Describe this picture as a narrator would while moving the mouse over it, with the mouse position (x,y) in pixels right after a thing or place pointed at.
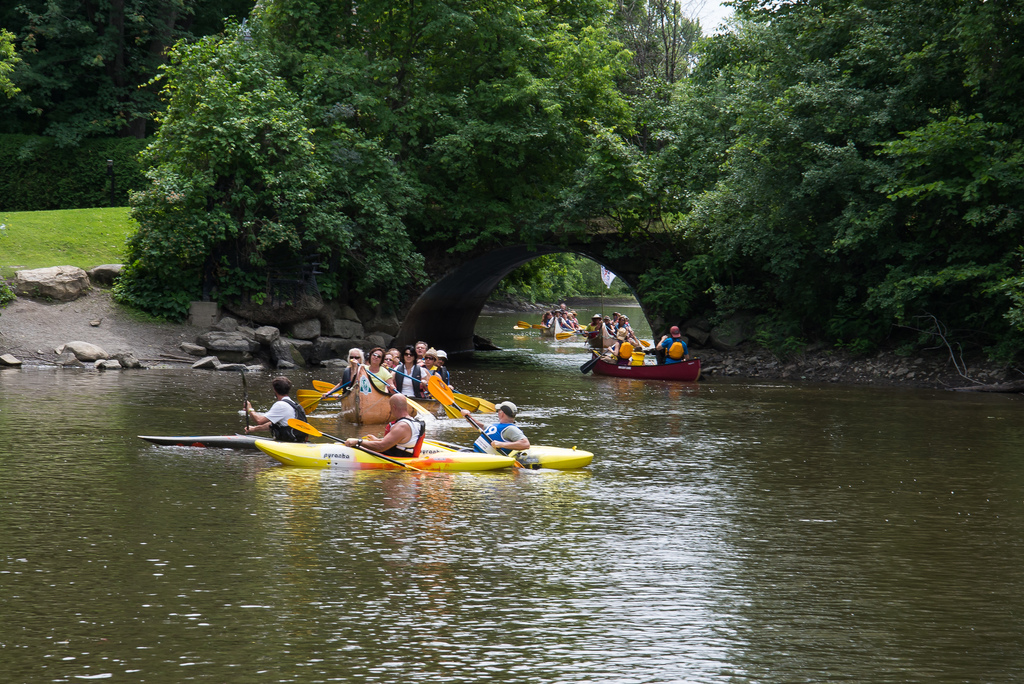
In this image in the center (393,396) there are persons (403,416) boating on the water (585,348). There are trees (460,123) on the top (505,114) and in the background (174,87) there's grass (94,223) on the ground (35,235) and there are trees (587,54).
